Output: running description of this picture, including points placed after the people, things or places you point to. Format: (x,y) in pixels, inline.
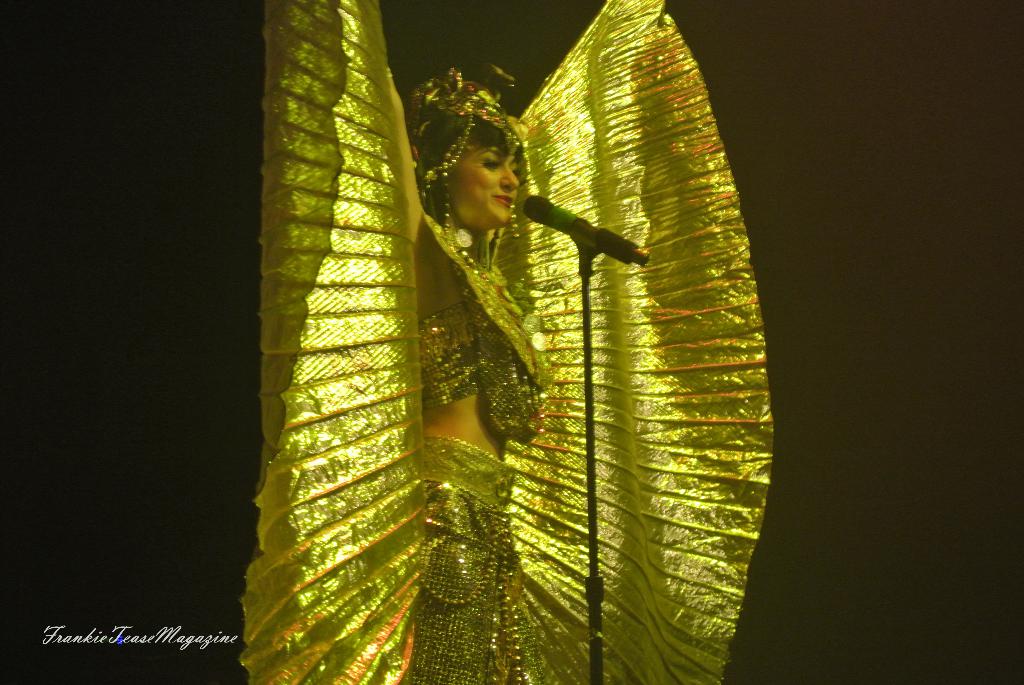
In this image there is a lady (460,350) wearing a costume (397,353). In front of her there is a mike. There is some text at the bottom of the image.
